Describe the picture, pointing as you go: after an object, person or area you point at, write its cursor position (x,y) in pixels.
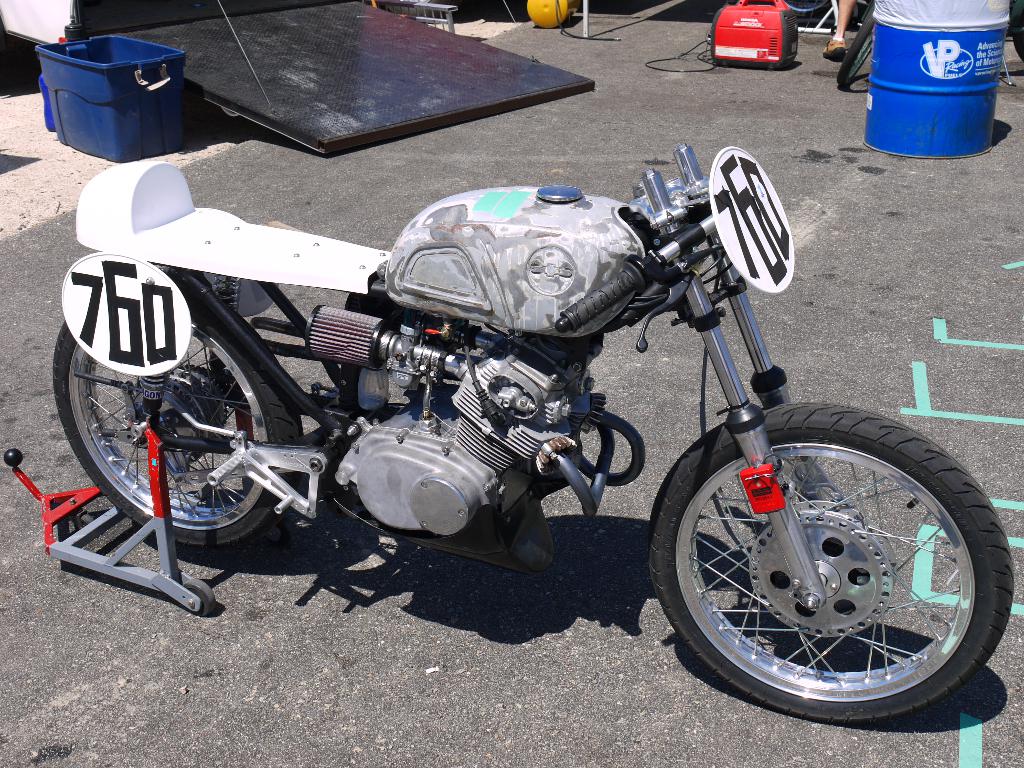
There is a bike (543,394) on the ground (391,557) as we can see in the middle of this image (565,387), and there are some objects (753,59) kept on the ground (324,533) is at the top of this image (441,87).
